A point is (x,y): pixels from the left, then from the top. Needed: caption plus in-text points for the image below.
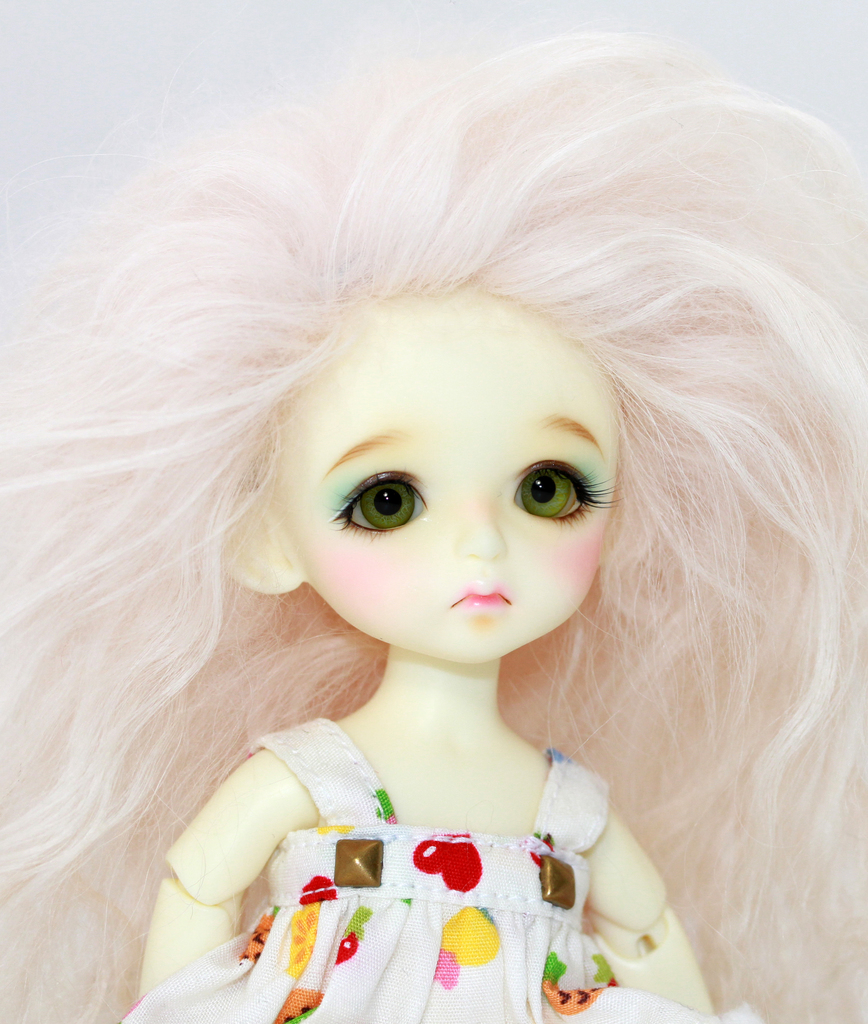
In the image we can see a doll (487,693), wearing clothes (365,895) and the background (792,60) is white.
